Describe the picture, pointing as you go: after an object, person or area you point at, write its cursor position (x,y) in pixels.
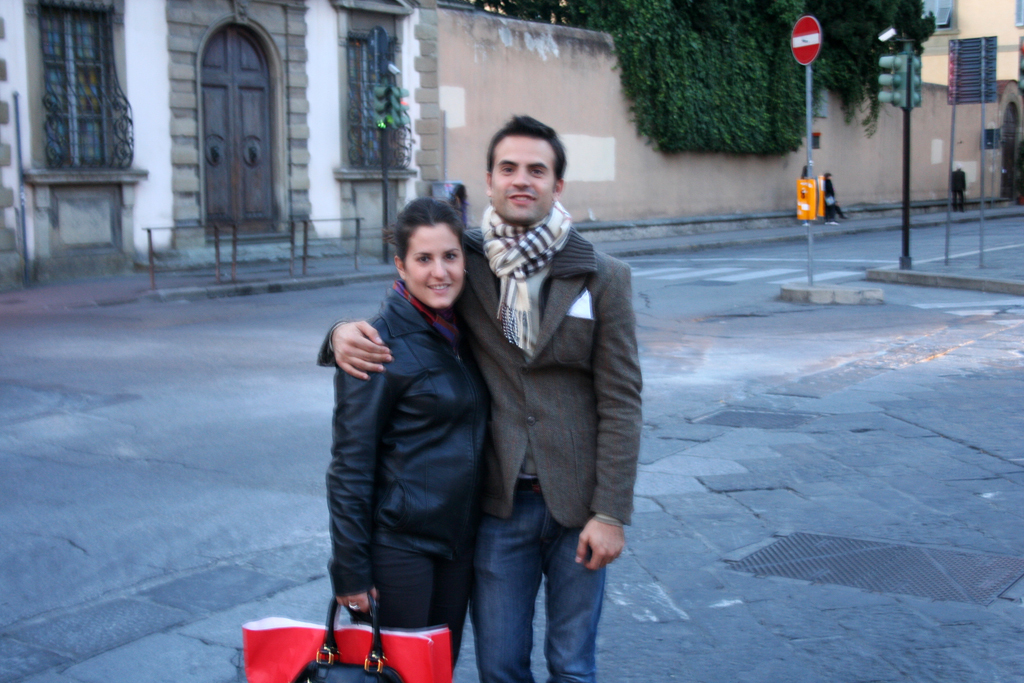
Here we can see a man (602,331) and a woman (462,546) posing to a camera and they are smiling. She is holding bags (394,644) with her hand (343,596). There are poles (906,46), traffic signals (888,62), trees (875,69), boards (957,84), wall (531,58), road (872,542), and a building (1017,22).
